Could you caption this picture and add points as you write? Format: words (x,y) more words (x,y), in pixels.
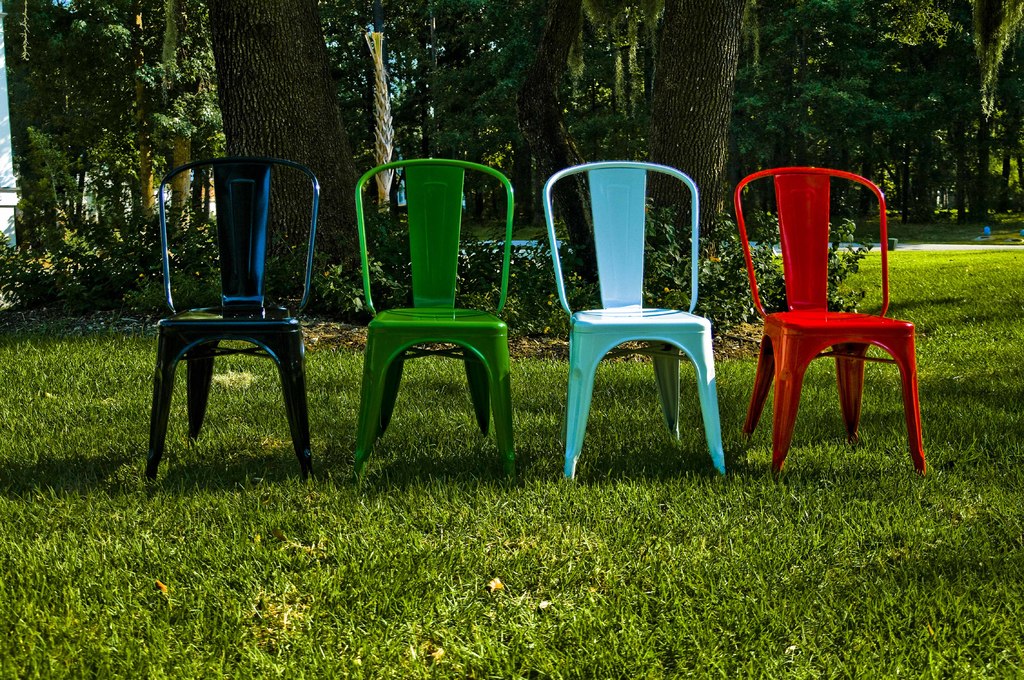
In this image I can see four chairs (886,215) of different colors like red, sky blue, green and one is black color. I can see a ground (145,344) full of grass (40,389). In the background (150,139) I can see number of trees (387,53) and a white wall (7,114).
